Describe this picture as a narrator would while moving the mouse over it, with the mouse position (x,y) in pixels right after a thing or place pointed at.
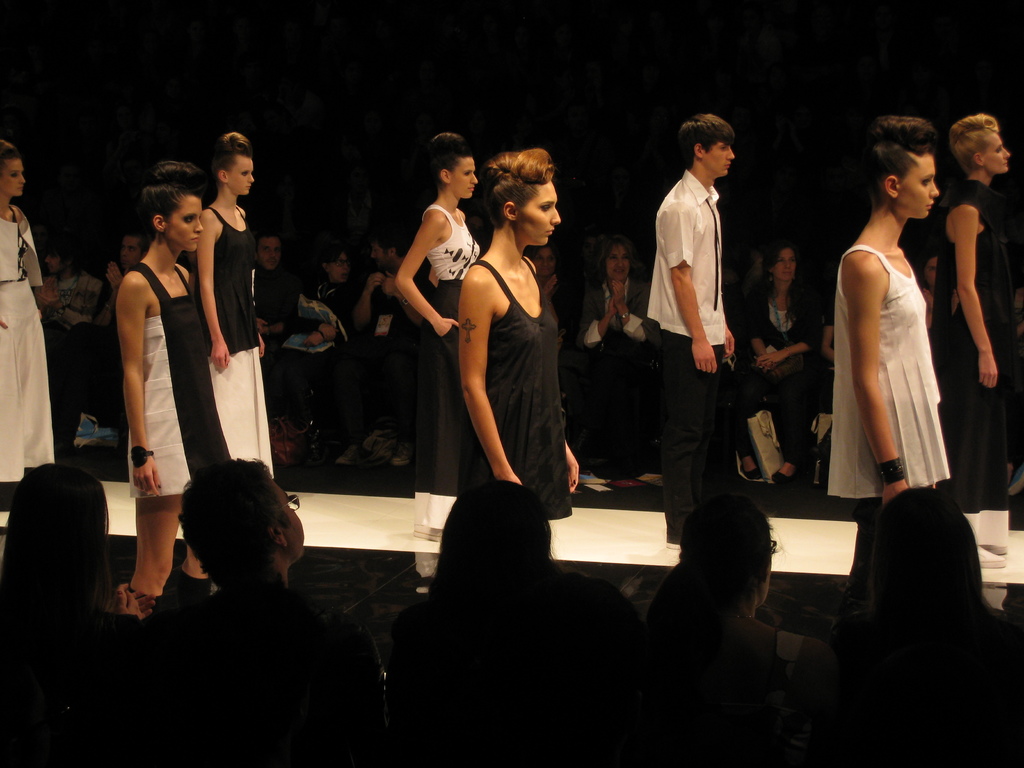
In this image, I can see few people (682,307) standing on the ramp (828,520). There are groups of people (397,461) sitting. The background (144,71) looks dark.
